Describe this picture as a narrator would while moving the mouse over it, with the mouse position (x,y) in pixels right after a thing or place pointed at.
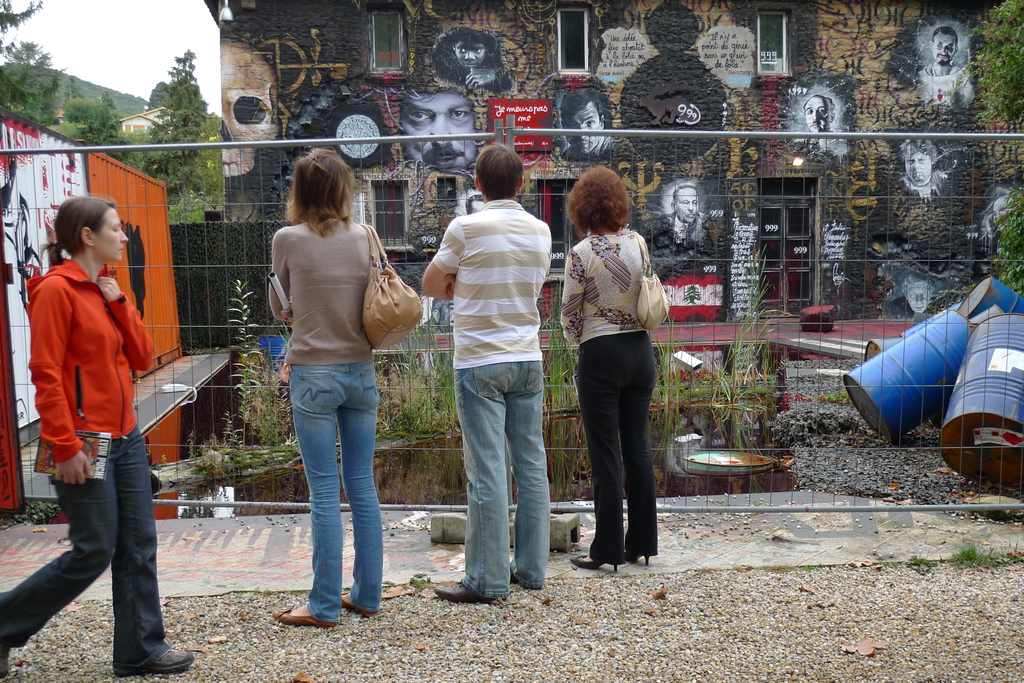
In this image, we can see some people (606,335) standing, there is a fence (1006,447). We can see some barrels (965,401) on the right side (1002,334). There is a wall (655,111) and we can see some paintings (564,111) on the wall (486,125). We can see some trees (77,118) and the sky (147,29).
